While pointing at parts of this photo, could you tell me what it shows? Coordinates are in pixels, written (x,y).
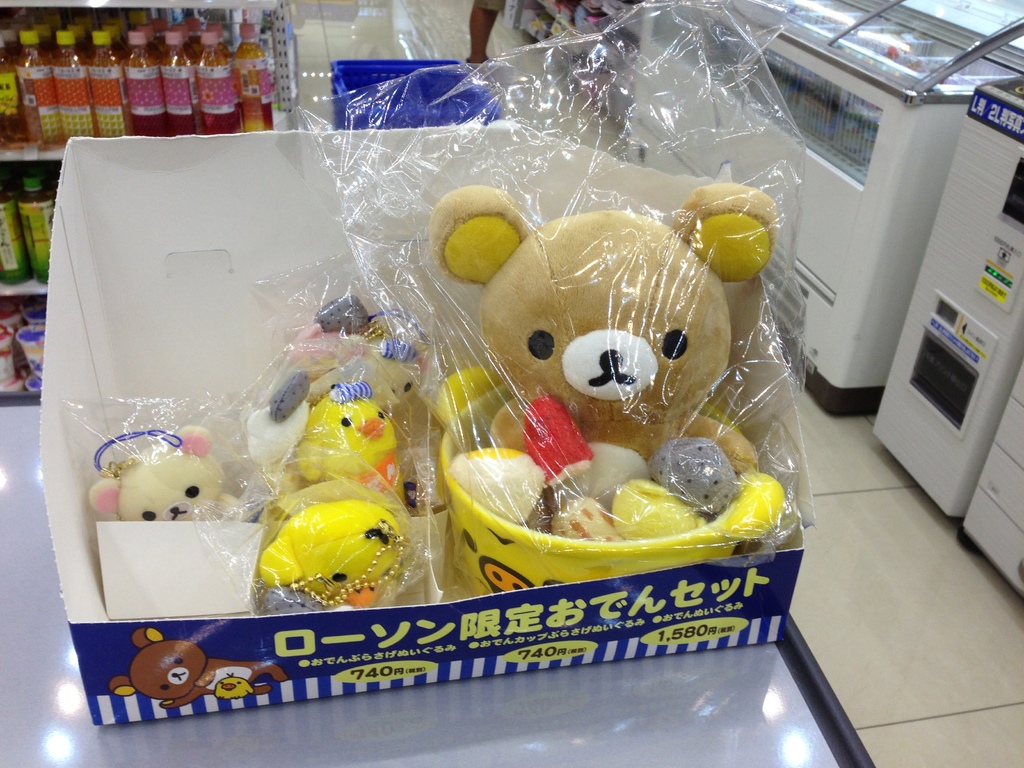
In this image, we can see some toys (503,486) in the box (463,643) which is on the table (574,691). There are some bottles (98,40) in the rack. There are counters (942,243) in the top right of the image (951,231).
